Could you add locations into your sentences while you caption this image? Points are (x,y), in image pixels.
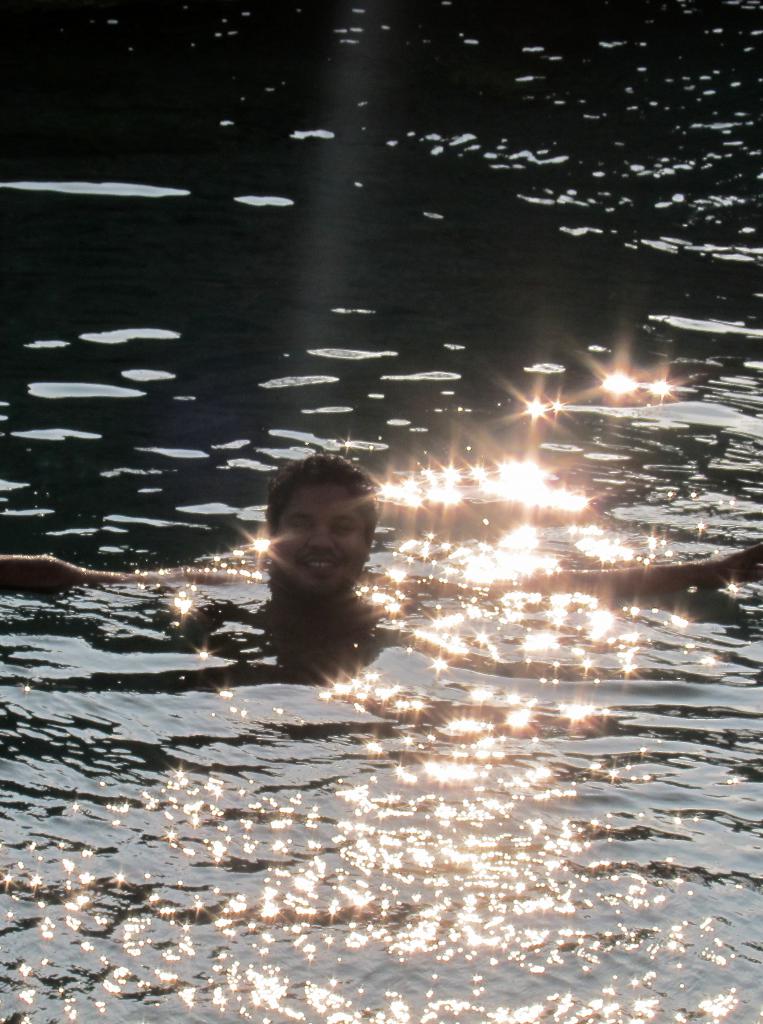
In this image we can see a person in the water (356,714) and some light reflection (511,737) is there on the water (682,675) which is shining.
